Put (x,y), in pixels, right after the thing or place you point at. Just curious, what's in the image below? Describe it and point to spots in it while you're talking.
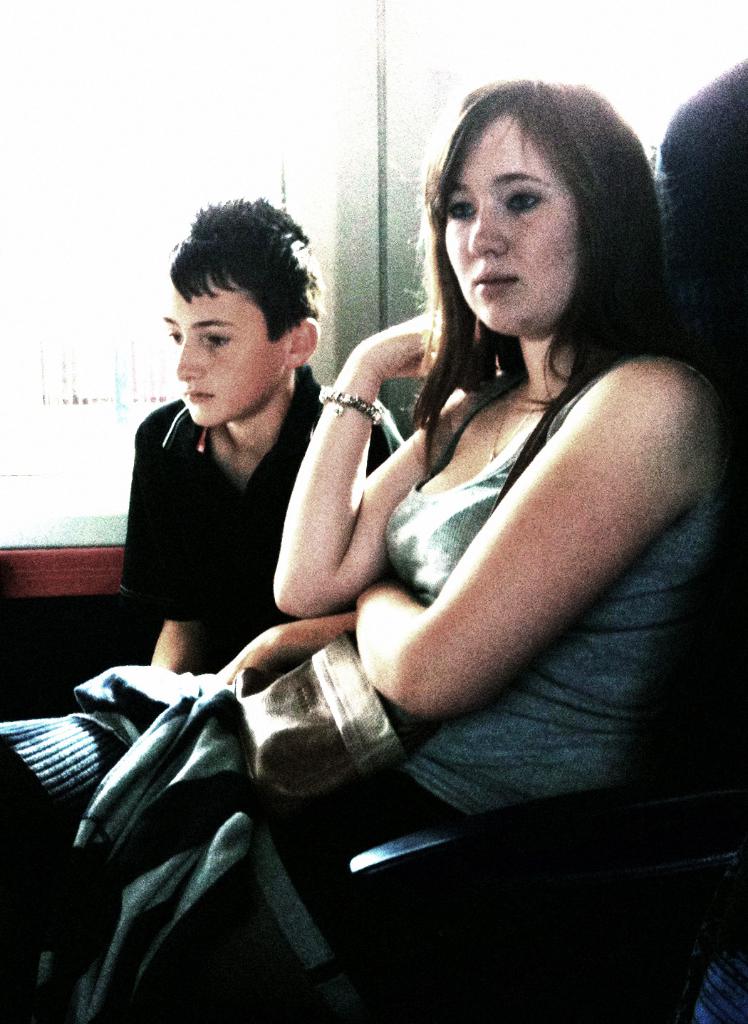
In this image a woman (543,528) is sitting on a chair (651,812) having a cloth (134,757) on her lap (139,840). Beside her there is a person (211,553) wearing black top (201,508). Behind them there is a window (175,128).
